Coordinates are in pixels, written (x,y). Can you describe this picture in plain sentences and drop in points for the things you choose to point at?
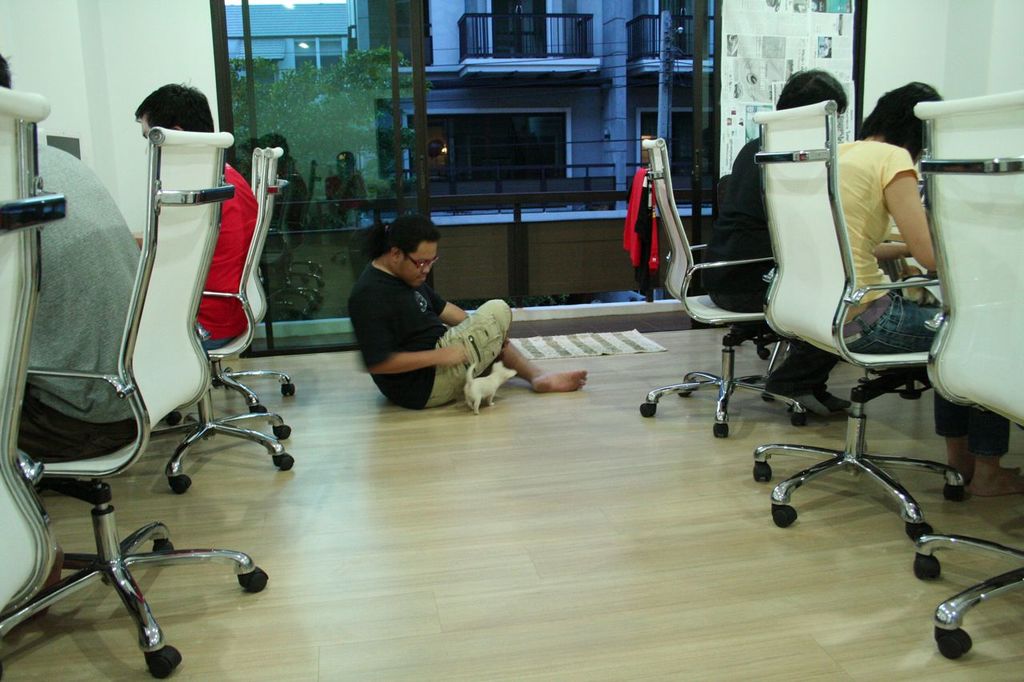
In the image on the left (95,216) and right side of the image (973,337) there are few people (84,222) sitting on the chairs (826,300). At the bottom of the image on the floor (489,442) there is a man (402,335) sitting and also there is an animal (482,383) standing. Behind them there are glass doors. Behind the doors (378,54) there is a balcony (609,265). In the background (542,169) there is a building (523,157) with walls (535,76), windows (510,6) and railings (476,45).
